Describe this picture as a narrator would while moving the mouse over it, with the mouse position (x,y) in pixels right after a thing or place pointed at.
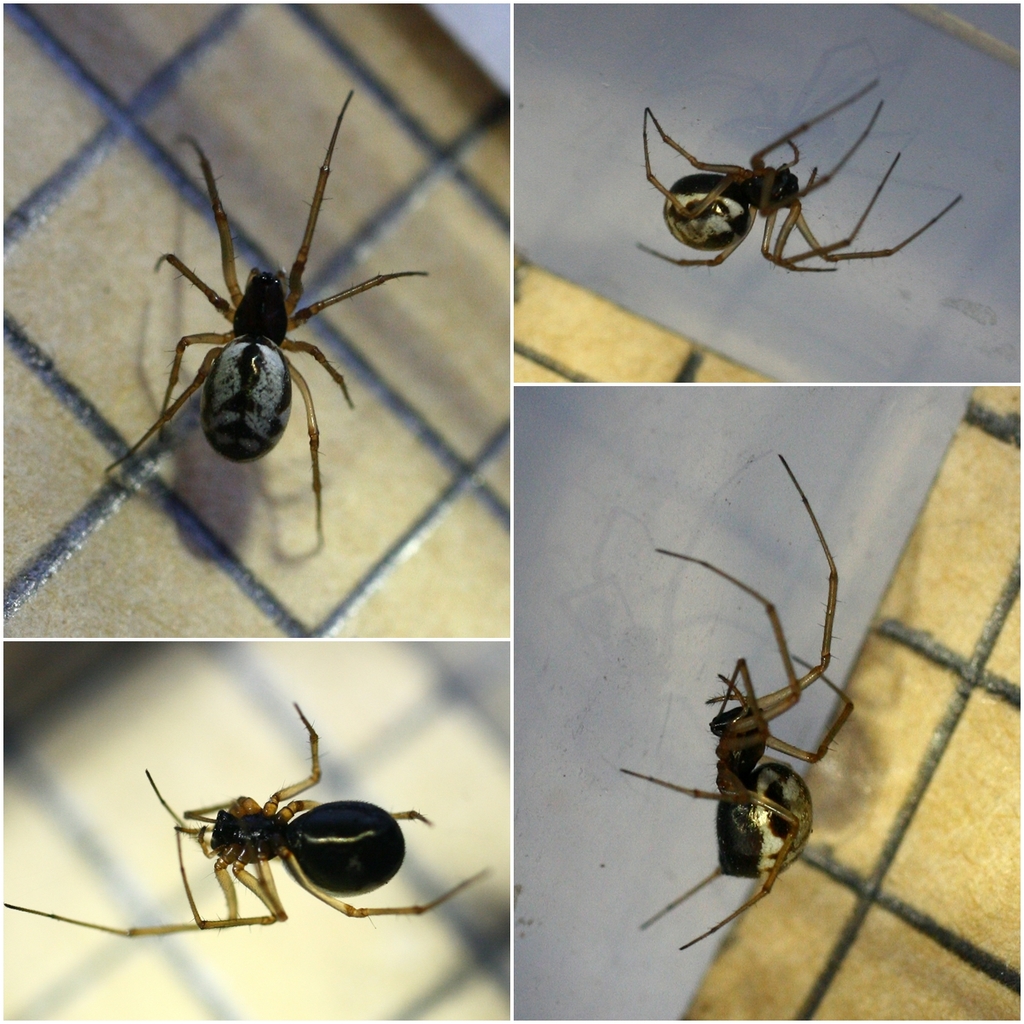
This is a collage. And we can see spider (249,375) in all images.
